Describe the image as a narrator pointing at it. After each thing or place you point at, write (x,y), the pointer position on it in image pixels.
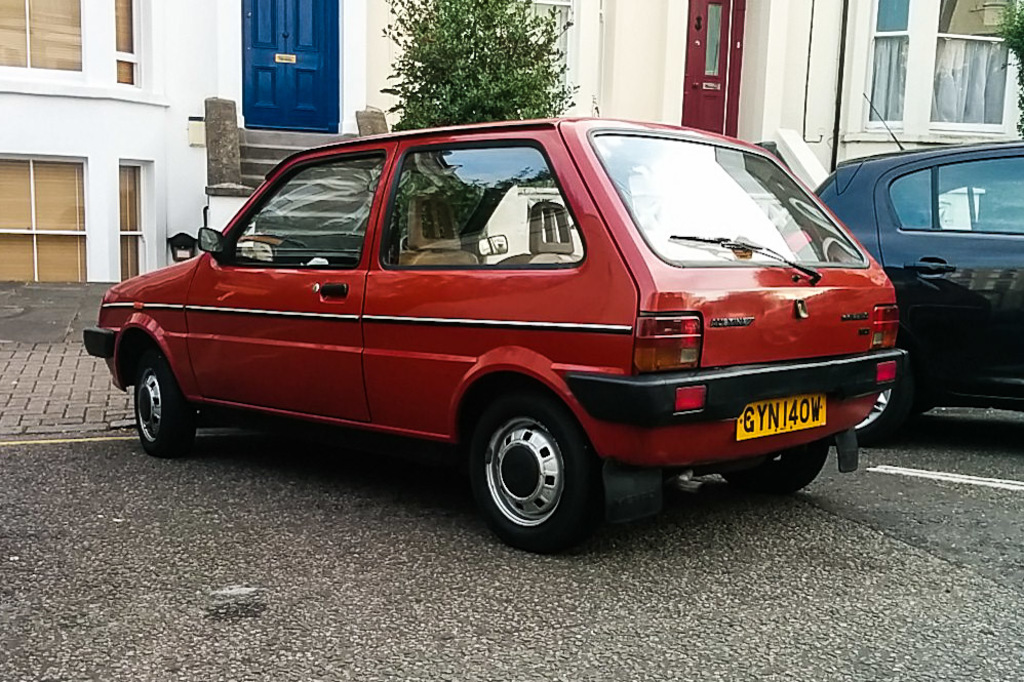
In this image I see 2 cars (698,261) which are of red and black in color and I see the number plate (805,418) over here on which there are numbers (783,417) and alphabets (771,416) written and I see the road (358,454). In the background (21,180) I see the buildings (677,22) and I see the trees (1022,79).
